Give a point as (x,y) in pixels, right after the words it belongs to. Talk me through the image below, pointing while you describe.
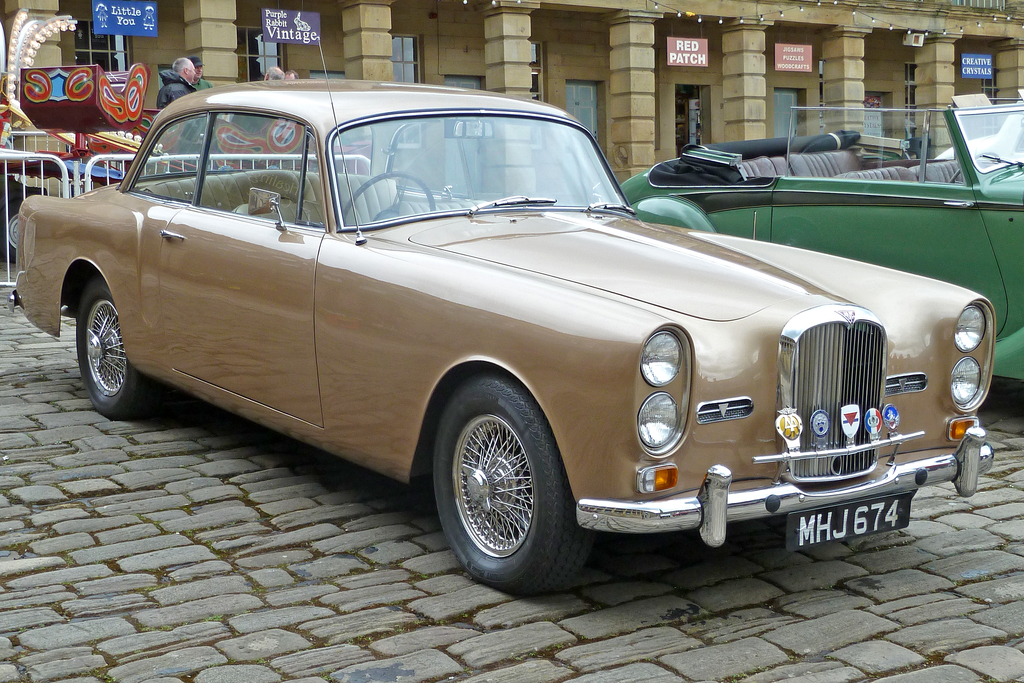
In this image I see 2 cars (632,258) which are of brown and green in color and I see the path (971,582). In the background (222,13) I see the building (223,38), pillars (223,38) and I see boards (291,19) on which there are word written and I see a ride (2,136) over here and I see 2 persons (181,94) over here.
